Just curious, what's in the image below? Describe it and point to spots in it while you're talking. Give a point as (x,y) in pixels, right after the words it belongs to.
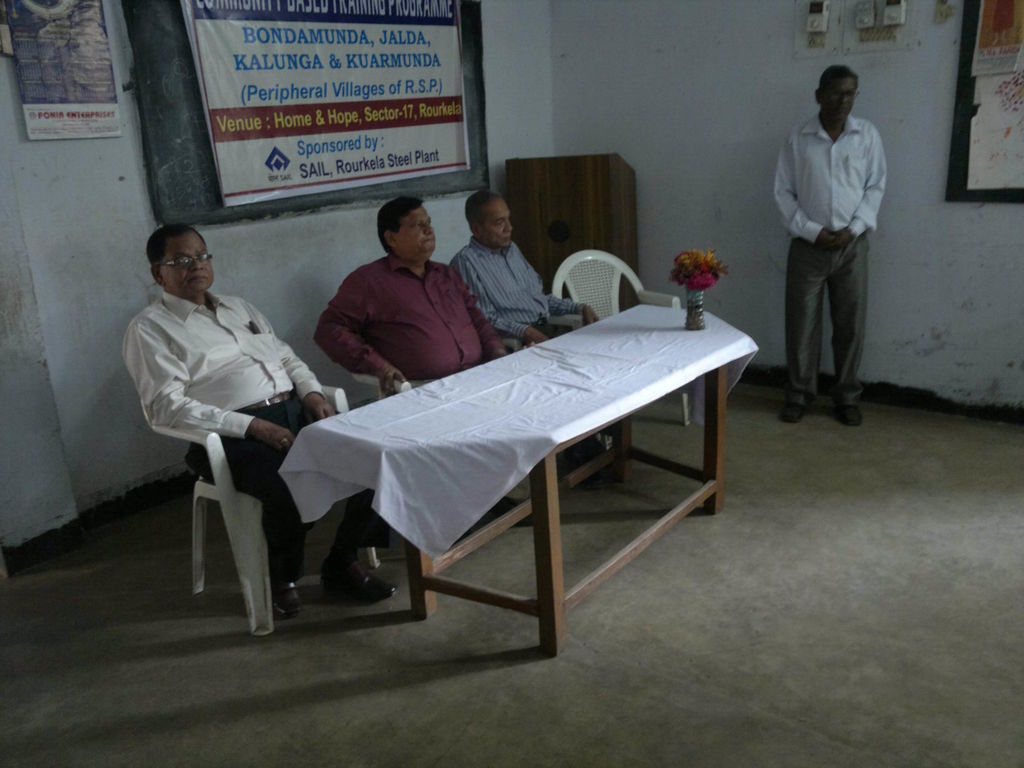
In this image i can see three man (203,328) sitting on chair (584,271) and at right (839,202) a man (837,211) standing a man (233,373) sitting wearing a white and black dress (238,392) and the middle man (405,358) wearing a maroon (426,334) and the last man (478,287) wearing a sky blue shirt (498,283), a man (816,208) standing wearing white shirt (803,199) and dark pant (802,251), there is a table (629,364) in front of them a white cloth (512,440) on it, there is a flower vase (693,285) on the table (698,320), at the back ground (307,138) i can see a calendar (71,111), a banner (300,100) on the wall (145,258). at right (871,31) there are few switch boards (858,31).
